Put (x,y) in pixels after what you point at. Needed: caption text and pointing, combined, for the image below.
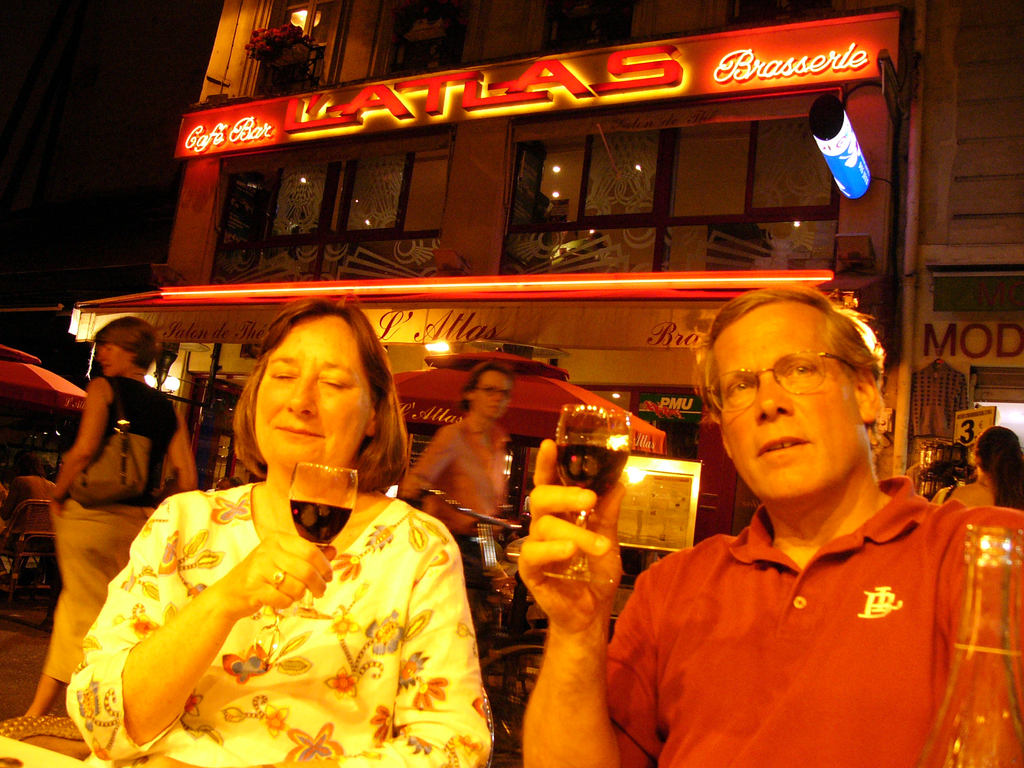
2 people (556,521) are sitting holding a glass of drink (314,525). Behind them there are other people (27,494) and buildings (639,185).
